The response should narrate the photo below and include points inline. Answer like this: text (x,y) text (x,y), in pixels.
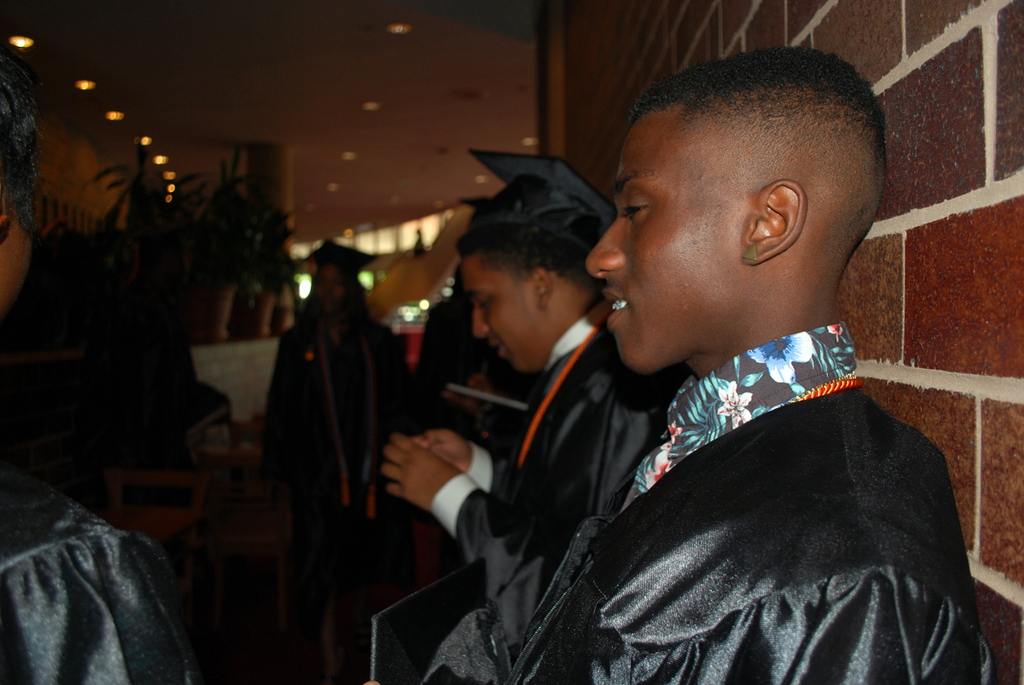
This picture describes about group of people (542,548), in the background (271,225) we can see few plants (279,268) and lights (165,160).
